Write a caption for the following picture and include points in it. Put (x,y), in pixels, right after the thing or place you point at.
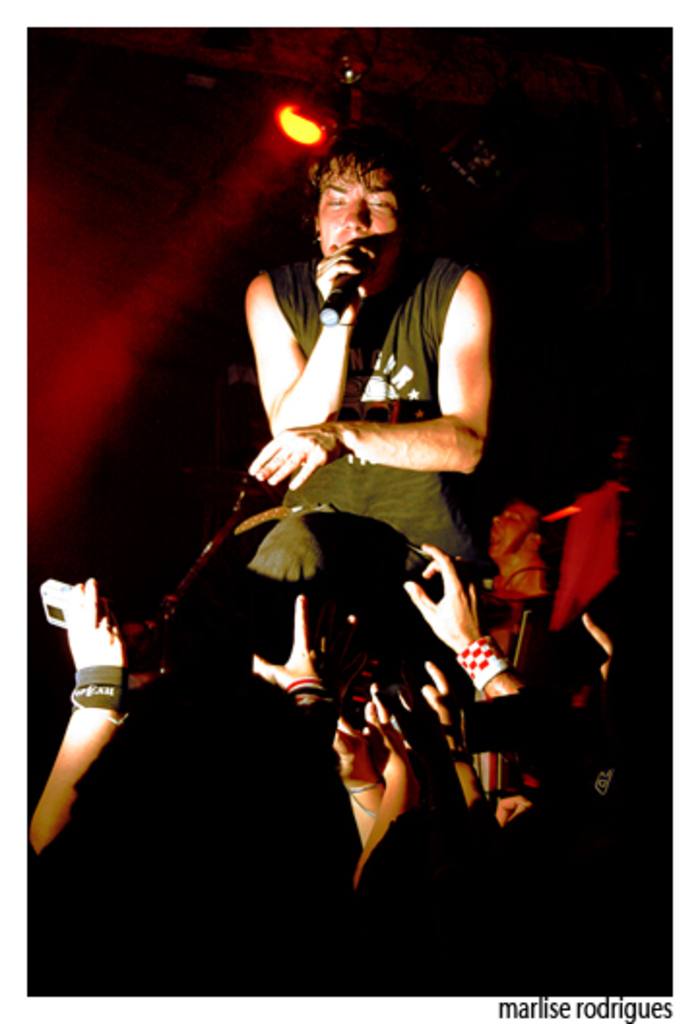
At the bottom of the image (340,726) are hands (103,632) of persons (53,786). In front of them there is a man (300,298) standing and holding a mic (349,287) in the hand (326,262). Behind him there is another man (500,558). And there is a dark background (282,82) and also there is a light (297,121). In the bottom right corner of the image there is a name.
